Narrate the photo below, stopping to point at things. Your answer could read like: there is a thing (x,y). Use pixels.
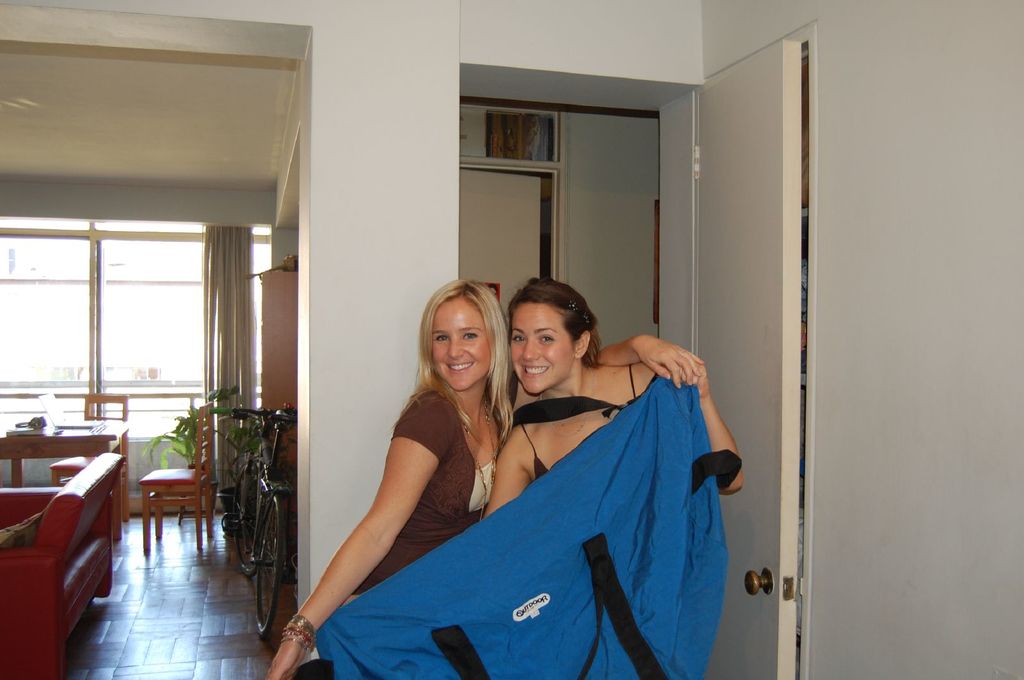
In this image we can see two women (489,379) standing on the ground (181,521). One woman (508,408) is wearing a brown shirt (452,413) and holding a cloth (589,600) in her hand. to the left side of the image (172,470) we can see a sofa (35,581), chairs (172,470), table (87,435) and a bicycle (267,556) placed on the ground (189,581). In the background (517,241), we can see doors (505,238), curtain (234,309) and a window (97,310).
